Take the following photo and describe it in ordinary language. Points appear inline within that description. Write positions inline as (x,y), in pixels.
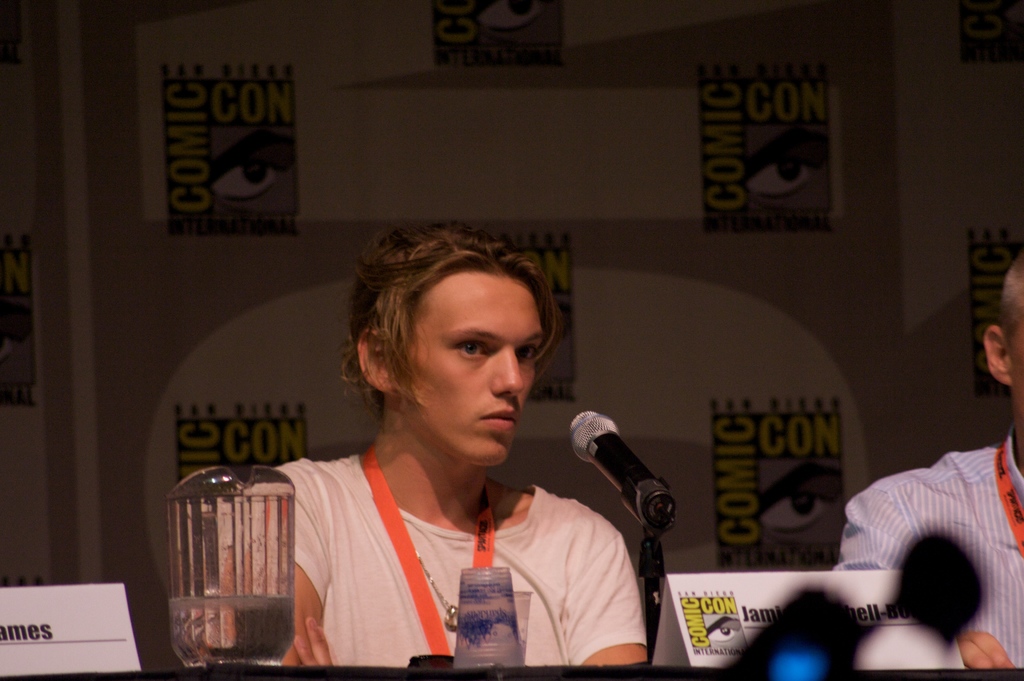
In this image I can see two persons (955,506) and I can see both of them are wearing orange colour things (374,486) around their necks (416,487). In the front of them I can see a mic (642,530), two white colour boards (11,596), a glass (505,580), a jar (272,479) and on these boards (71,649) I can see something is written. I can also see one more board (315,268) in the background (817,408) and on it I can see something is written.
